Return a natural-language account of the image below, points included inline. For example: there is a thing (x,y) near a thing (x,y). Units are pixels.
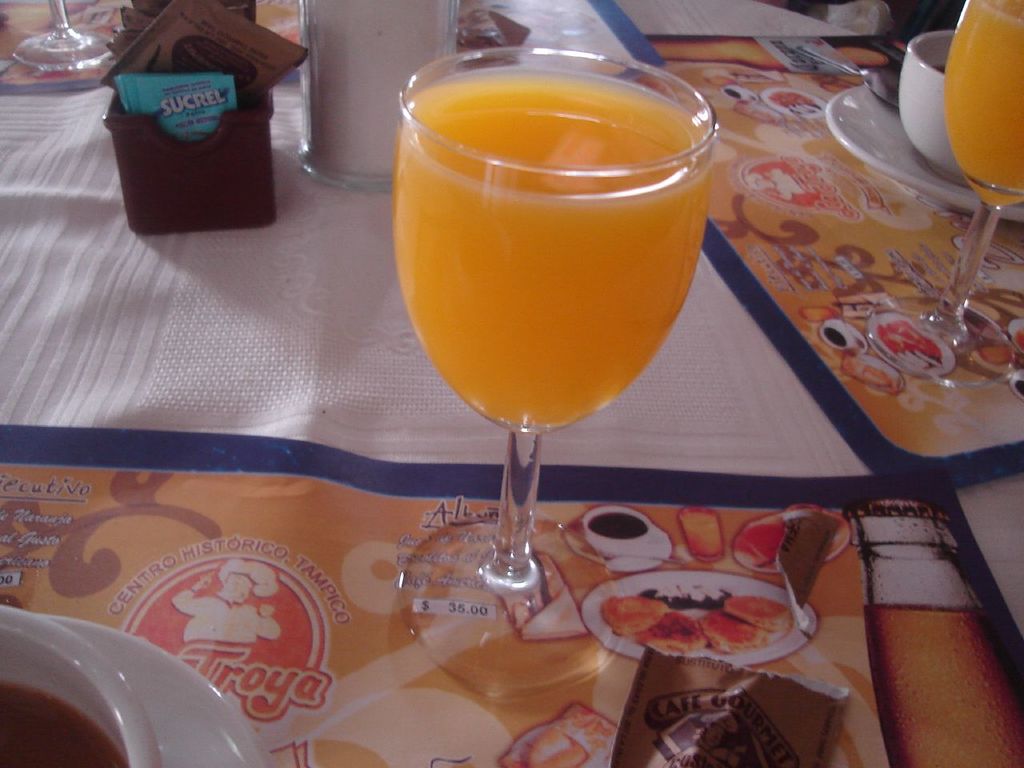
In this picture we can see two glasses of drinks (582,268), two cups (915,104) and saucers (873,144) present here, at the bottom (408,519) there is a cloth (312,442).
